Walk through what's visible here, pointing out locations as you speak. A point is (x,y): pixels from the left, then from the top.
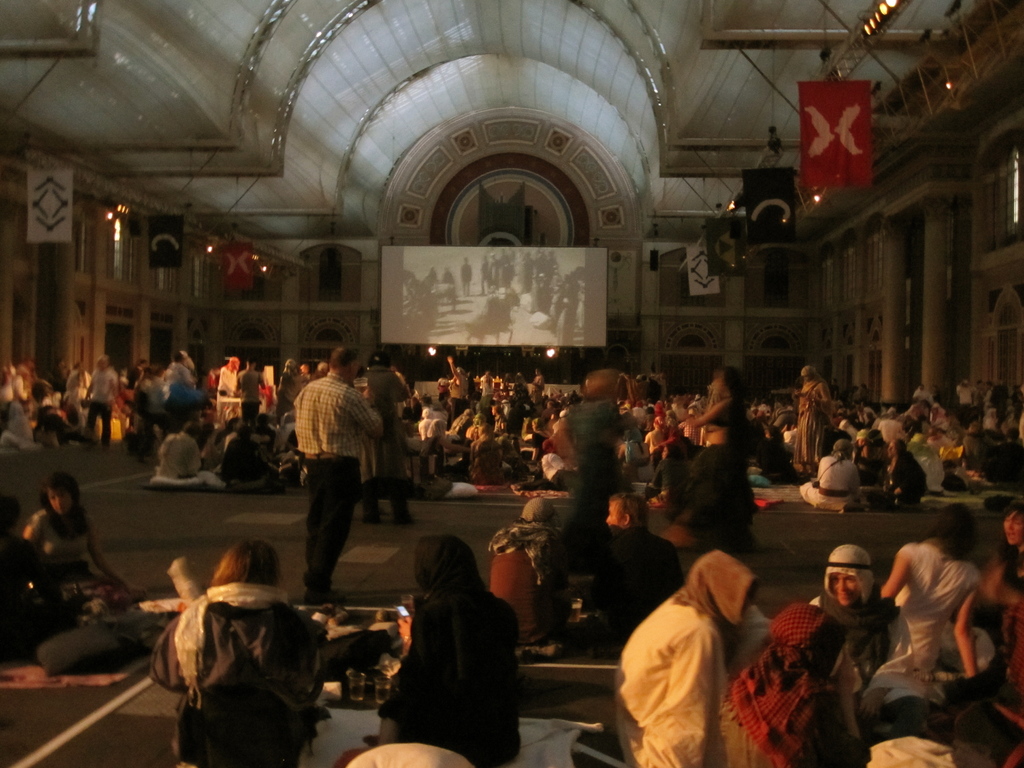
Here some people (648,540) are standing and some are sitting, this is a building (401,210).
